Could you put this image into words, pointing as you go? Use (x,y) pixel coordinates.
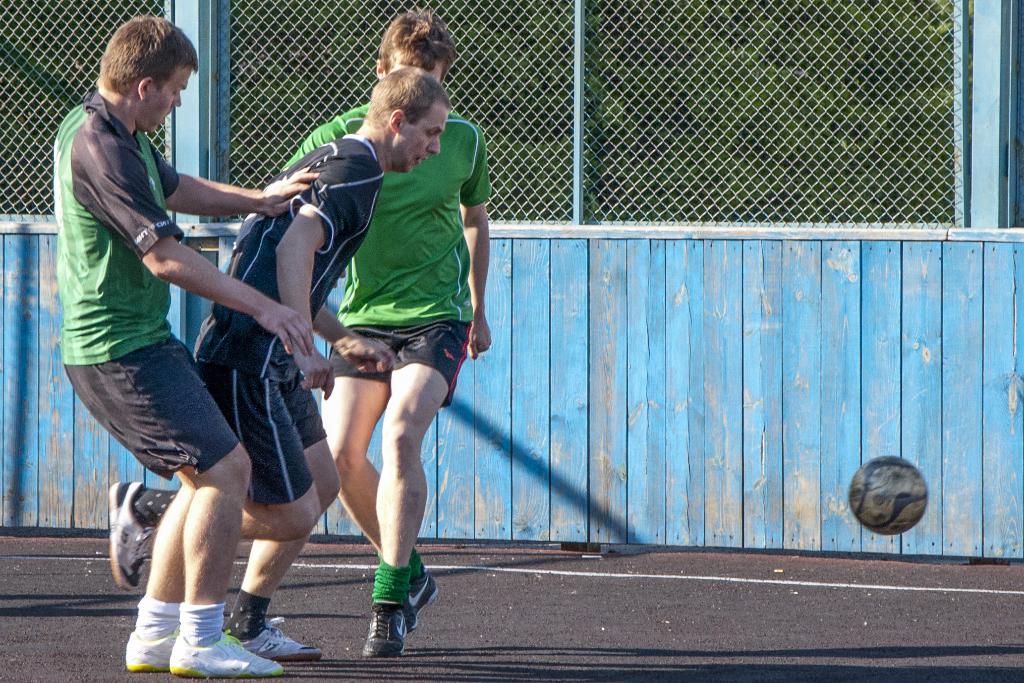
On the left side of the image (266,351) three mans (305,339) are standing. On the right side of the image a ball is there. In the background of the image (602,330) we can see wall (732,364), mesh (746,119). At the bottom of the image (672,618) there is a road (651,593).
